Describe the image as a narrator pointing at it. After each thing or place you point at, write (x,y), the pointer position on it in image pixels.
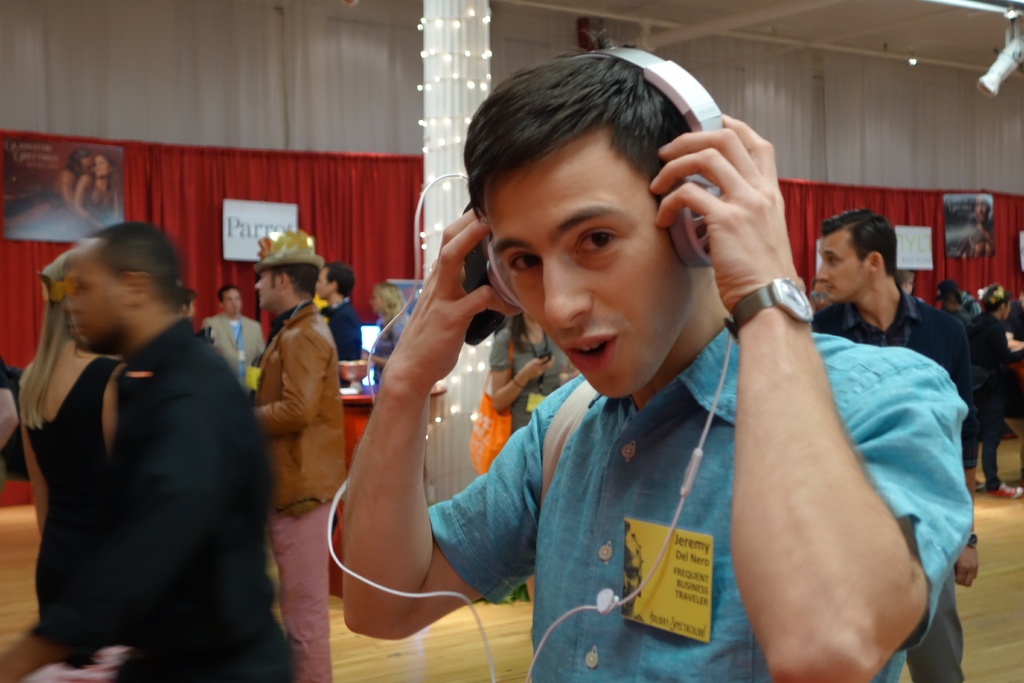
In this image we can see a man (608,381) is holding headset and an object (476,319) in his hands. In the background (283,349) we can see few persons (285,299), frames (101,214), curtains (306,9), lights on the ceiling (899,34), decorative lights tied to the pillar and objects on a platform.
